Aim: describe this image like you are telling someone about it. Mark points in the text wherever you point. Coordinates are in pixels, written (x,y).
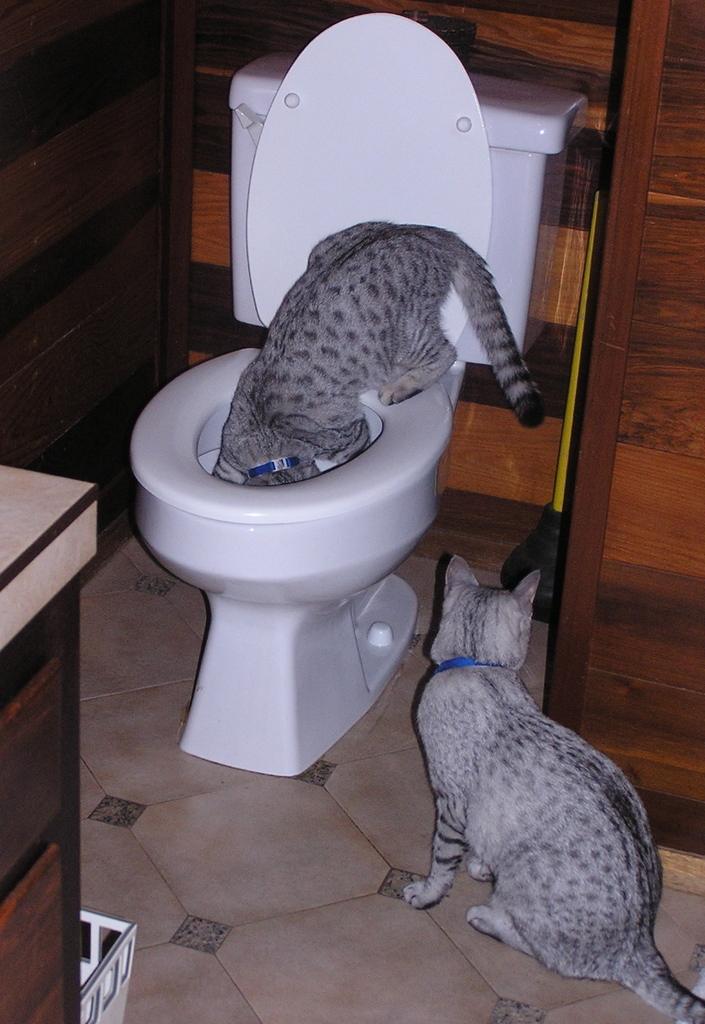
In this image, we can see a white color western toilet (282,648), there is a cat (348,353) on the toilet seat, on the right side (595,949), we can see a cat (501,872) sitting on the floor (432,1003), we can see the wall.
